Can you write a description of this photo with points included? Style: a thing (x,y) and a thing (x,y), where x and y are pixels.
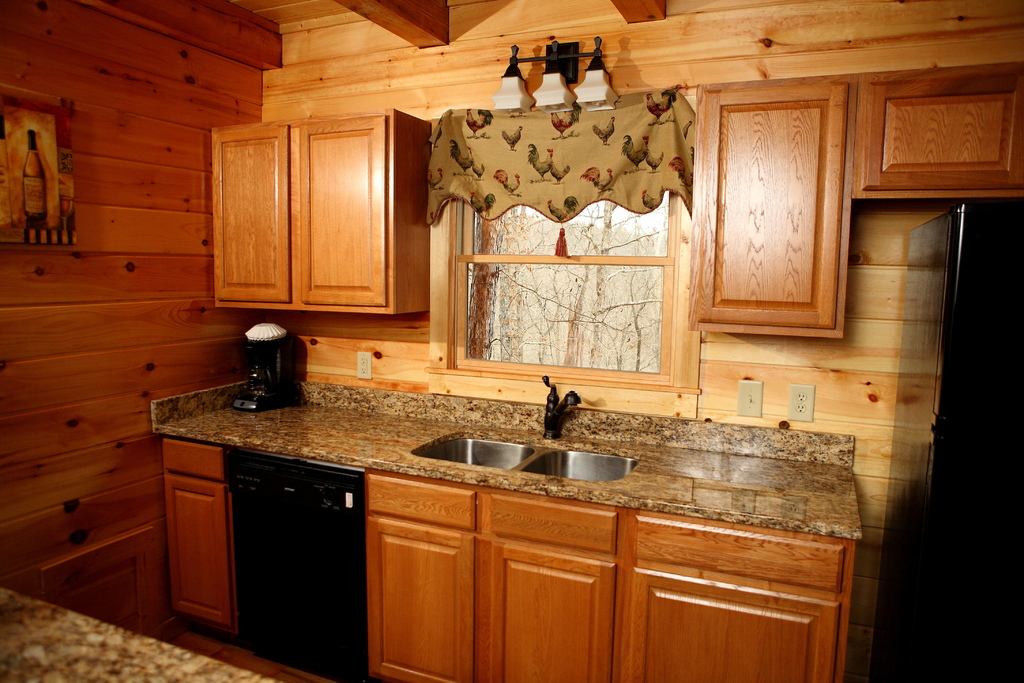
In this image, we can see wooden walls (874,365), cupboards (806,561), window (584,368), curtains (619,155), lights (599,90) and showpiece (51,208). Here we can see kitchen platform (567,437), sinks (527,454), tap (556,416), few machines (361,508), refrigerator (1001,413) and sockets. Through the glass window (566,275), we can see trees (545,299).
